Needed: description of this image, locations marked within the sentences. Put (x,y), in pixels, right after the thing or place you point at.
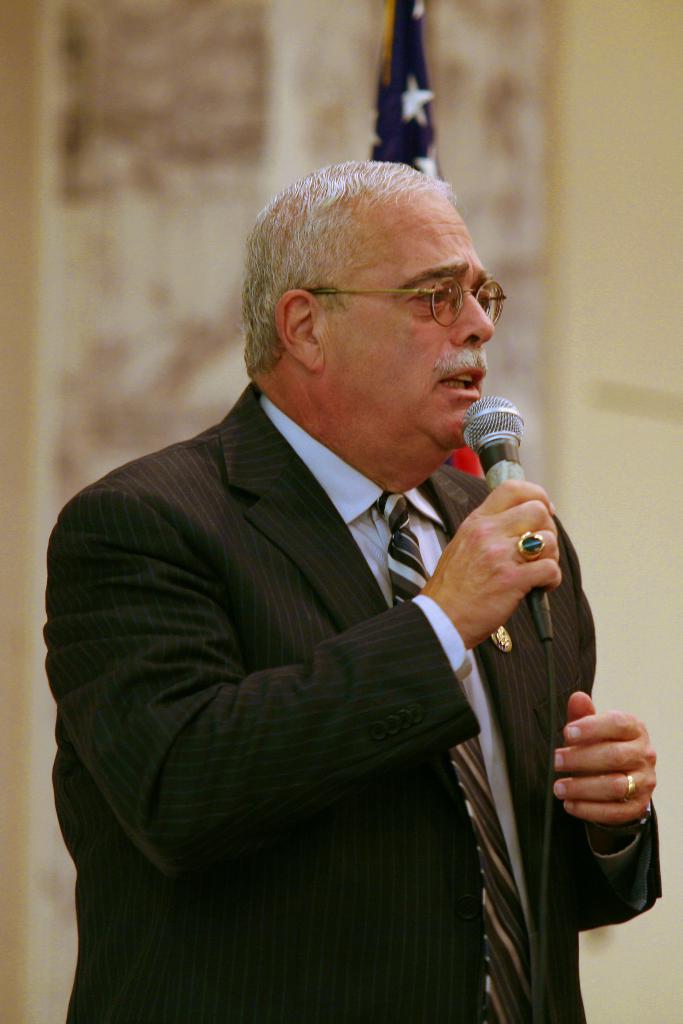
In this image i can see a person (354,527) holding a mike (496,433) and his mouth (468,371) is open.
